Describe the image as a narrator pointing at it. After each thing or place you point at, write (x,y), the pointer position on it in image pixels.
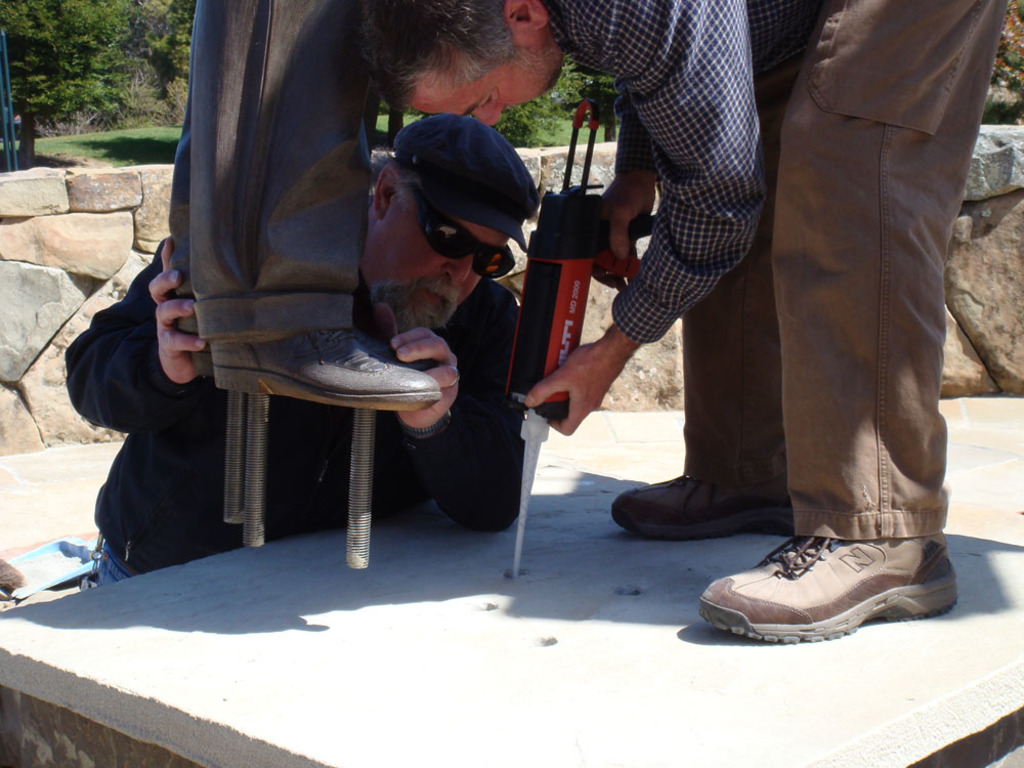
In this picture we can see two persons (689,270) here, there is a glue gun (542,346) in his hands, in the background (160,100) there are some trees (146,87), we can see grass (161,150) here, this man (408,253) wore a cap (479,188) and goggles (459,251).
